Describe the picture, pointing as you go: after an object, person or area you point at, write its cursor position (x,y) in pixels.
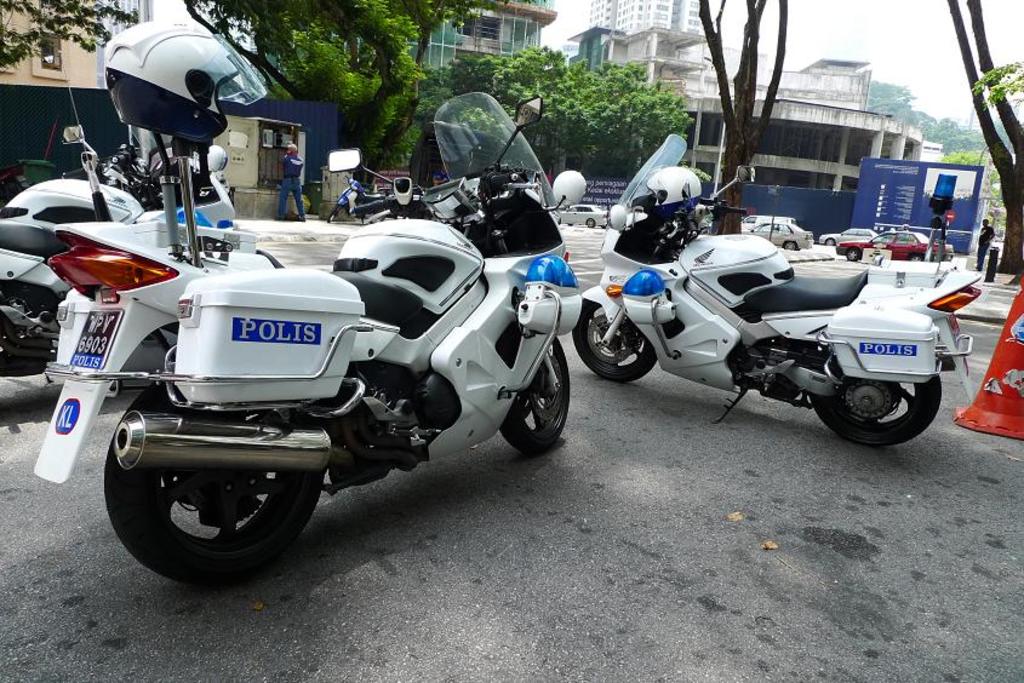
As we can see in the image there are motorcycles (437,236), cars (840,243), trees (760,18), buildings (810,134) and sky (903,76).
